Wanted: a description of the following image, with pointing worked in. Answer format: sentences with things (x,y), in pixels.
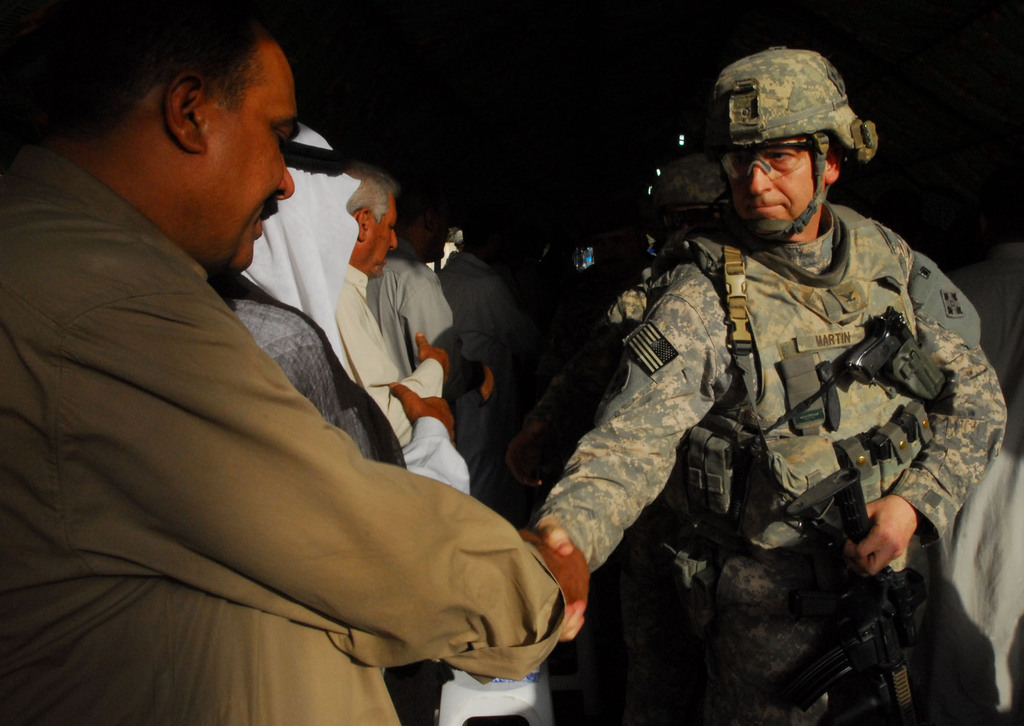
In the foreground of this image (306,608), there are two men (612,509) shaking hands (554,566) and in the background (513,299), there are persons (627,257) standing in the dark.
